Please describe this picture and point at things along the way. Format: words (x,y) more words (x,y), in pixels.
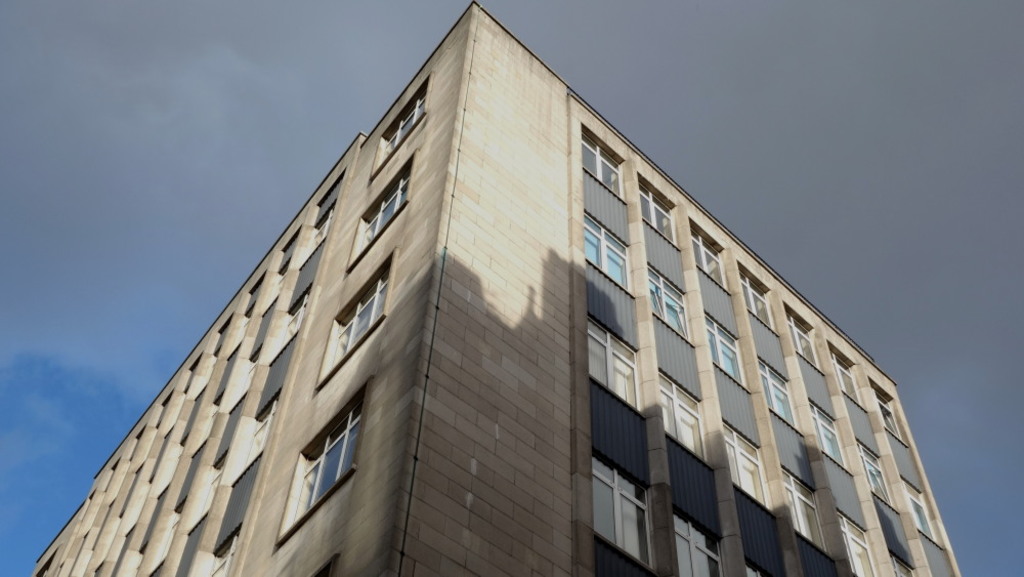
In this image there is a building (444,385) having windows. Background (175,188) there is sky (122,166).
